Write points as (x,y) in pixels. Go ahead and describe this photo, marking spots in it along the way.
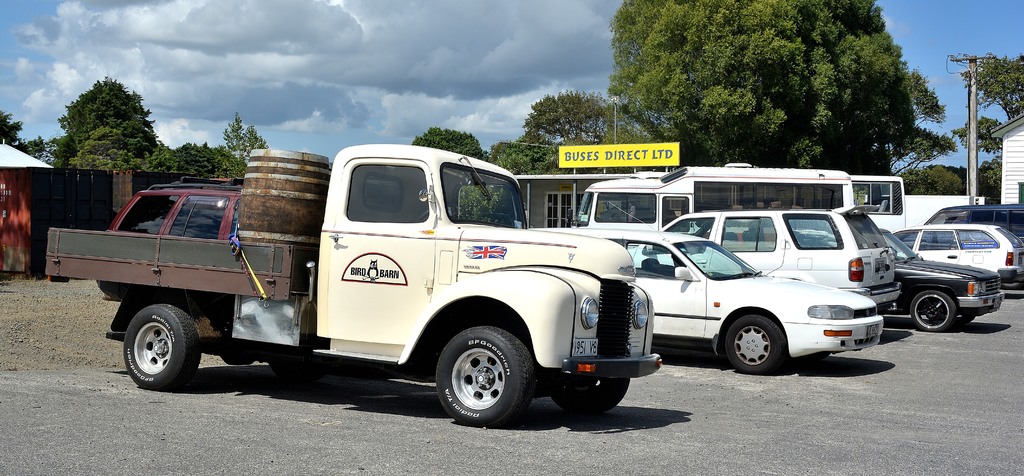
In this image there are vehicles (731,317) parked on the road (893,405). In the background (977,198) there are houses (1,151), trees (712,121) and poles (968,92). Image also consists of a yellow color board (621,156) with text (600,159). There is a cloudy sky (400,110).
